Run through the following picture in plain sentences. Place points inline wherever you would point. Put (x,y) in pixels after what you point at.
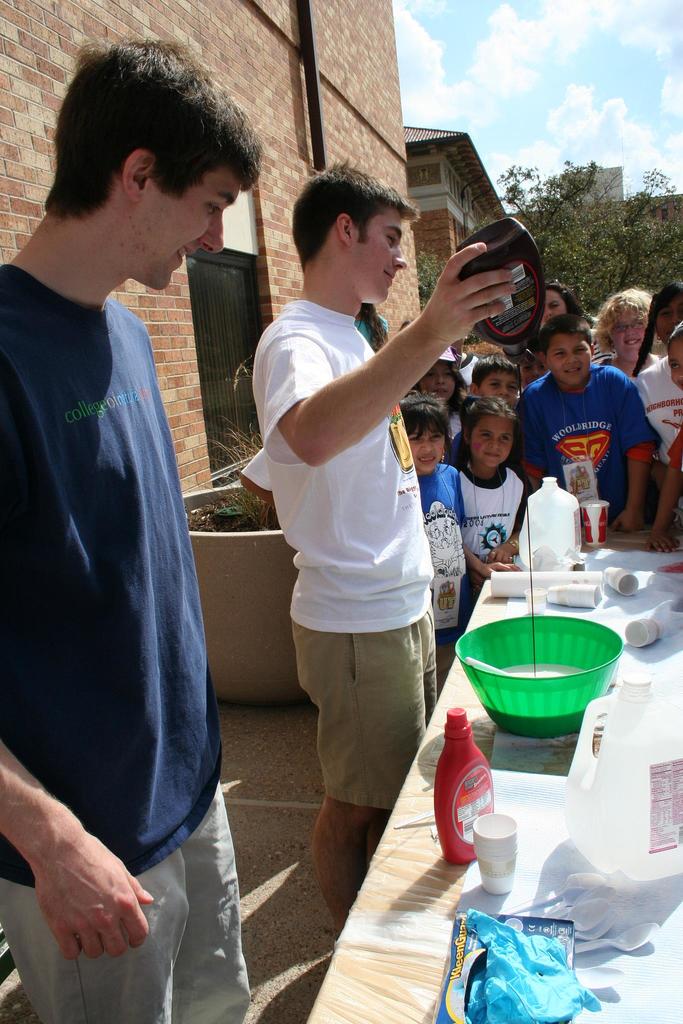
In the image there are two men (365,466) and there is a table (499,611) in front of them, on the table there is a bowl (555,705) and the man (347,383) is pouring some syrup (496,330) into the bowl (552,677), around that there are some other items (564,555), behind the table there are a group of kids (578,362) and on the left side (226,27) there is a wall (340,111), beside the wall (374,147) there are some trees (616,232).
